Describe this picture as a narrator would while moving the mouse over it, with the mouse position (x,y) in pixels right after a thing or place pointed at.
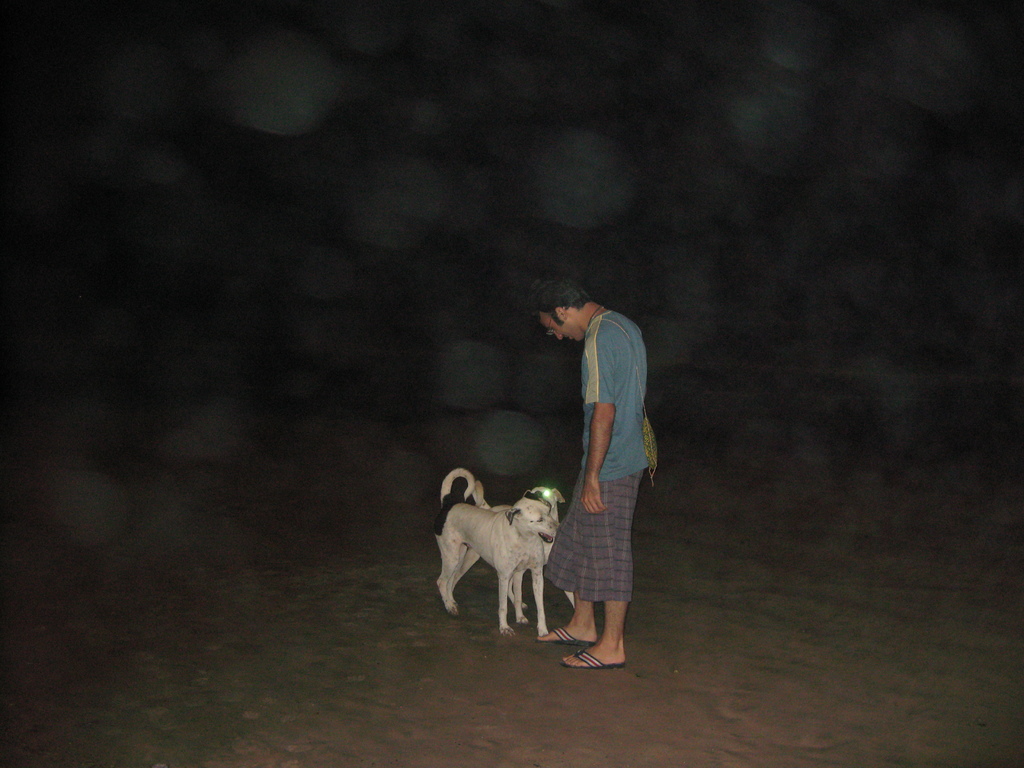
There is a man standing in the dark and there are two dogs (479,511) standing along with him. The man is wearing shorts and blue shirt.
